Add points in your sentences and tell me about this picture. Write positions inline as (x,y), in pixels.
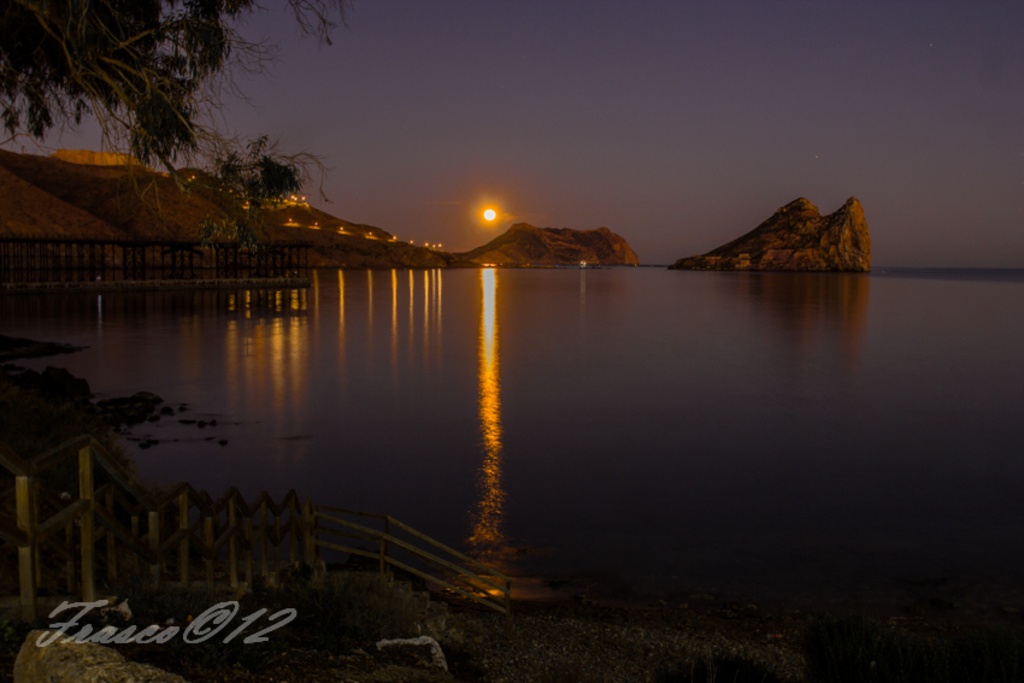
In this image, we can see mountains (600,246), bridge (289,260) with railing (210,271). here we can see the water (345,505). At the bottom (278,544), we can see grass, rods (328,519). Background there is a sky (524,100), moon (488,220), few lights (367,236). Left side bottom, we can see a watermark (137,631) in the image.
